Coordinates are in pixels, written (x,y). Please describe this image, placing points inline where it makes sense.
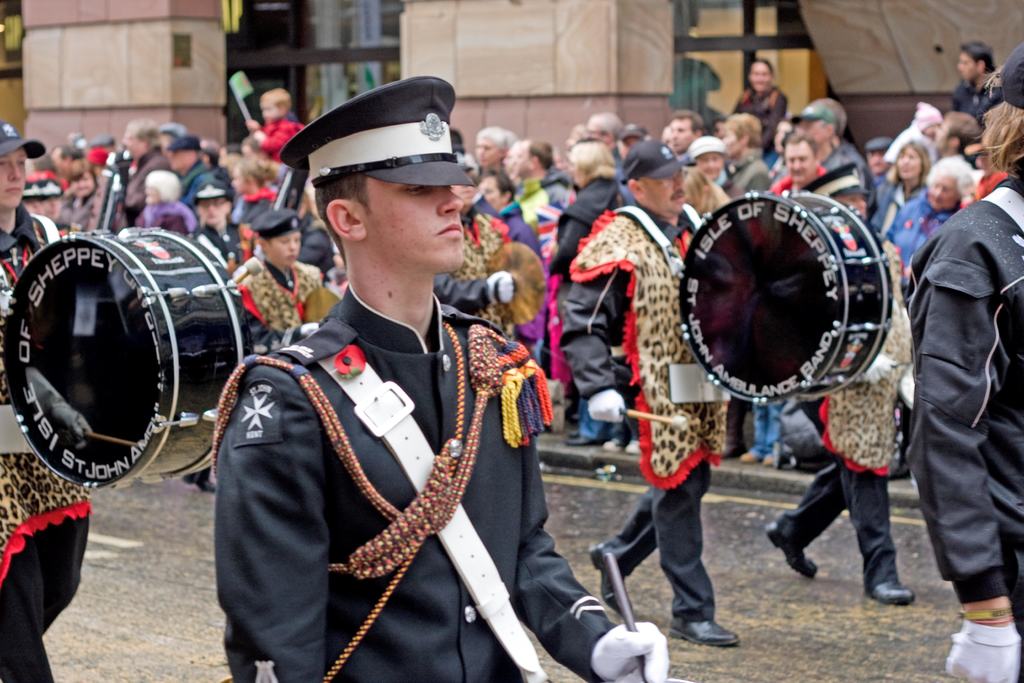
In this picture we can see men (296,152) wearing caps (309,152), playing drums (57,252) and walking. On the background (449,13) we can see building (668,37) and few persons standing near to it.
